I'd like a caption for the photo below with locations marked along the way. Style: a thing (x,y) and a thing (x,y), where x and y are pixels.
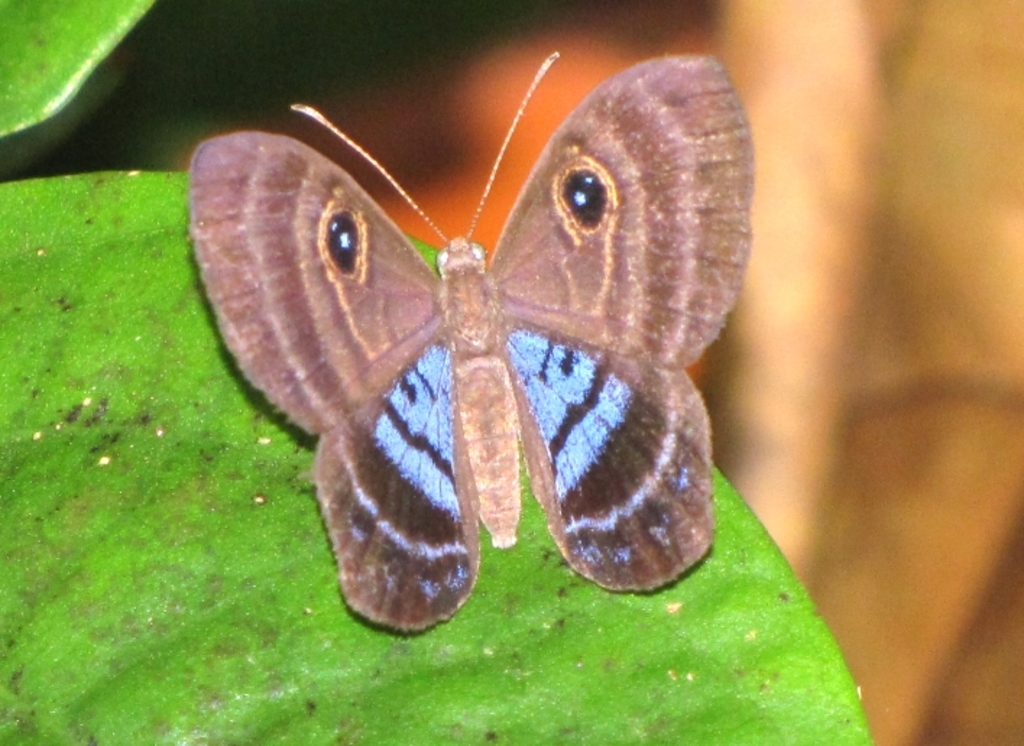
In this picture we can observe a butterfly (327,303) which is in blue and brown color on the green color leaf (256,532). In the background (852,360) it is completely blur.
